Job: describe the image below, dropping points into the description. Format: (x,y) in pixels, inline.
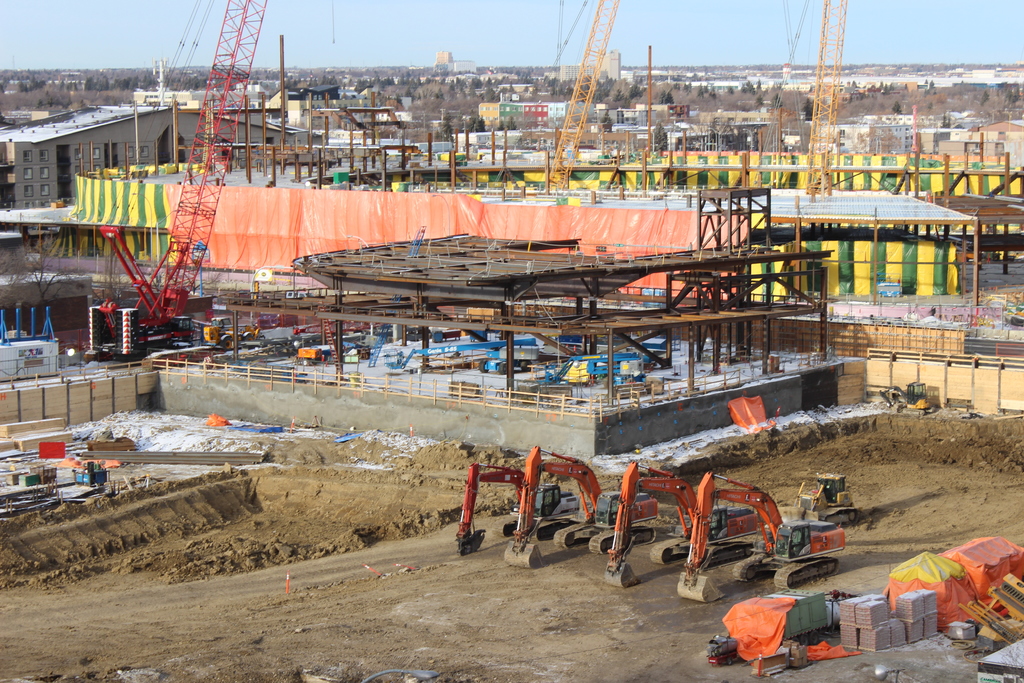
This is an aerial view image of a construction site (257,330), there are excavators (536,504) in the front (586,553) and cranes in the back (536,277) there are many building works (803,172) going on all over the place and above is sky (474,28).
